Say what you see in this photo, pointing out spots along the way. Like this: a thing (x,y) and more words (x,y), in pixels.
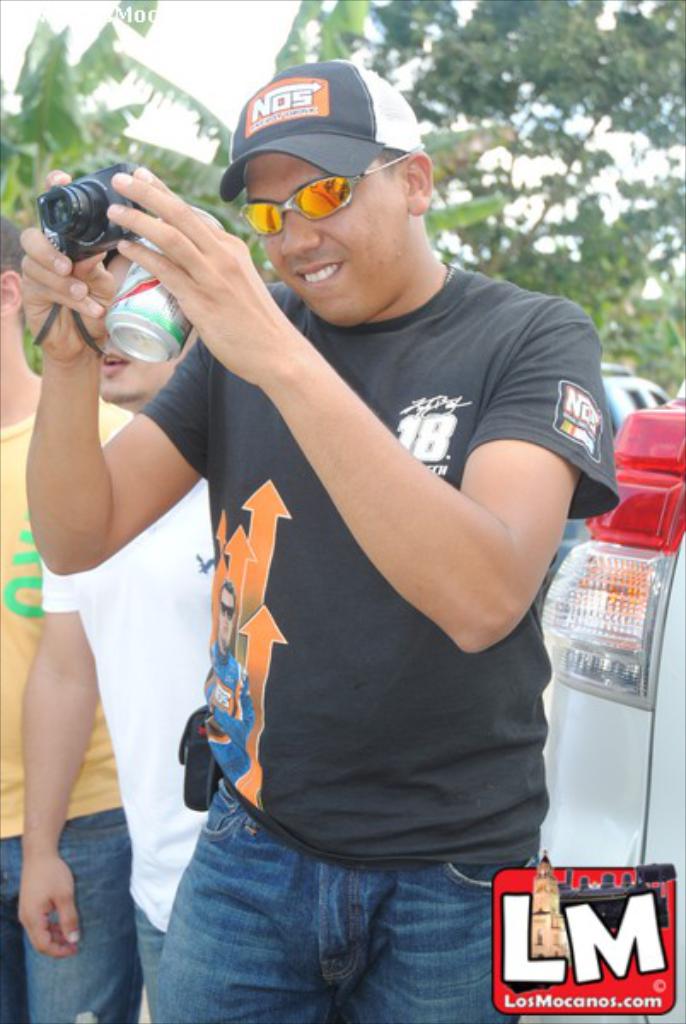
In this image in the center (387,441) there is one man (302,410) who is standing and he is holding a camera (85,195) and one coke container (151,310) in both the hands (167,235) on the background (139,106) there are trees (475,74) and sky (547,153) beside this person (293,295) there are two persons (98,645) who are standing.
